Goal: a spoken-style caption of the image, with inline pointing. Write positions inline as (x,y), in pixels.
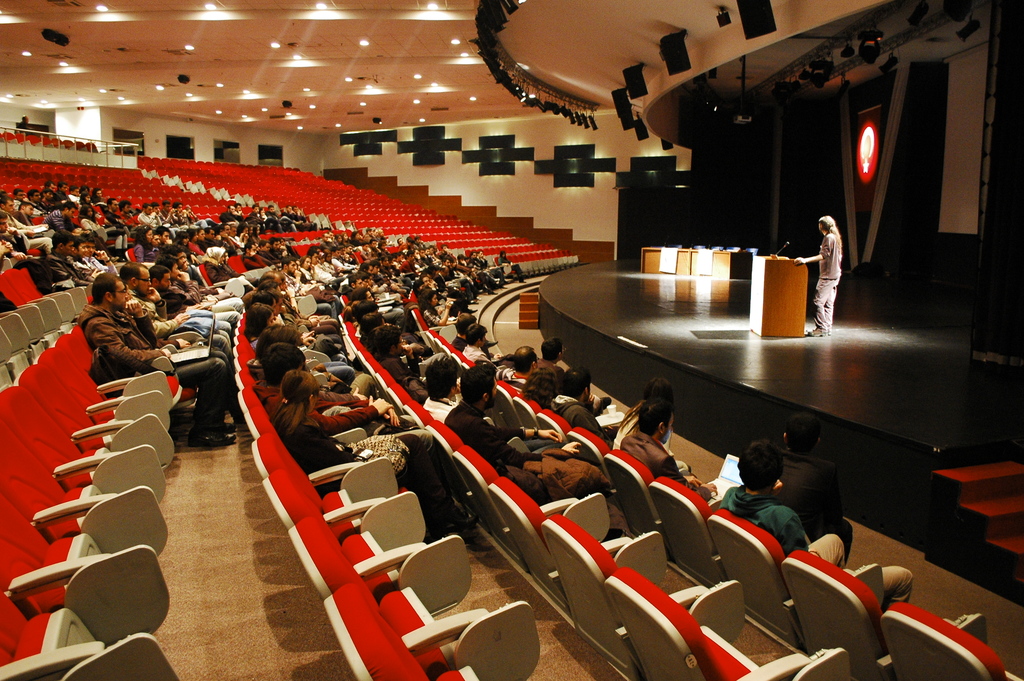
On the left side of the image (274,376) we can see persons (219,271) sitting on the chairs (313,498), iron grills (120,163), electric lights (457,40) and floor (260,615). On the right side of the image (831,232) we can see a person (832,270) standing behind the podium (792,270), mic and dais (829,371).
